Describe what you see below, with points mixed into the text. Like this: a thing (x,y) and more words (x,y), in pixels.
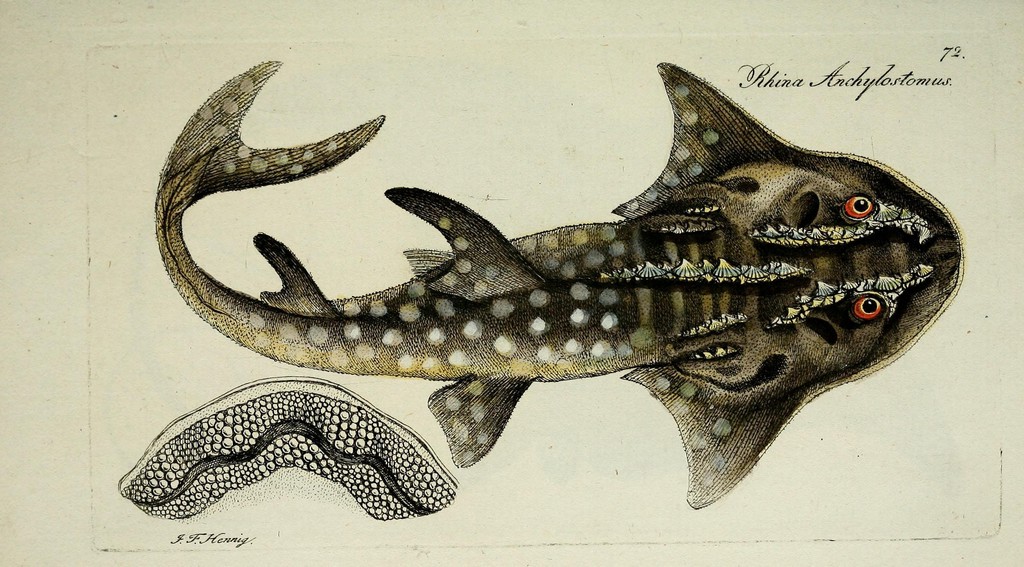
In the image we can see there is a poster (88,279) and there is fish (866,231) on the poster (875,408). There are eyes (864,216) on the fish (886,336) and there are thorny ridges (732,274) on the fish (716,267).
